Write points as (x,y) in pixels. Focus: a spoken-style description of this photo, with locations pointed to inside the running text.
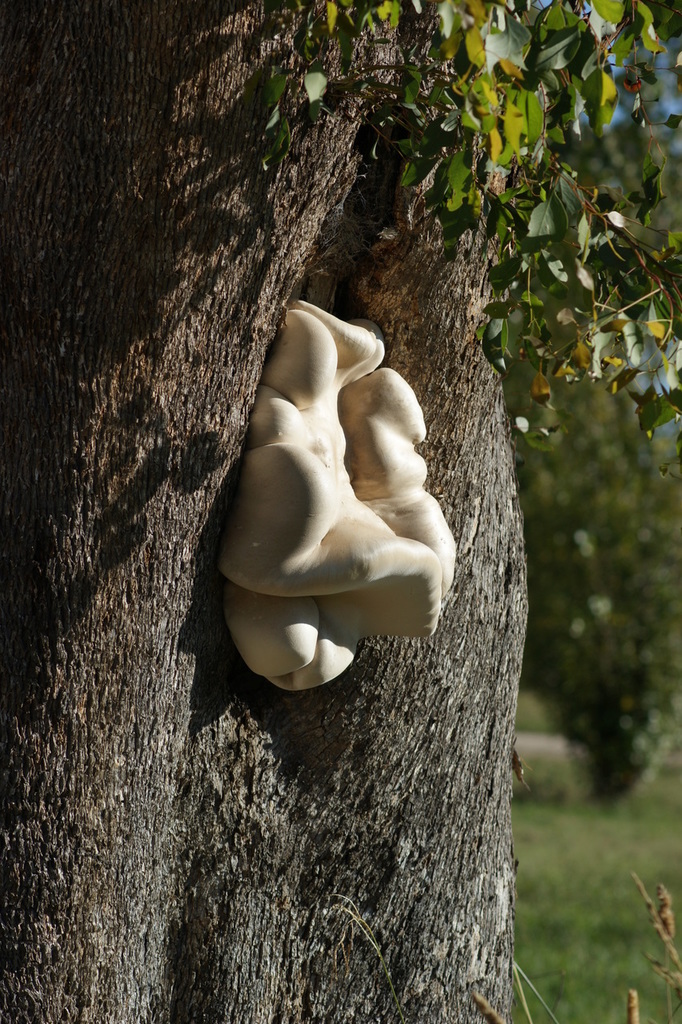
In this image I can see a tree trunk (452,271) and on it I can see a white colour thing (361,387). On the top of this image (673,298) I can see green leaves (554,1) and I can also see this image is little bit blurry in the background (549,614).
